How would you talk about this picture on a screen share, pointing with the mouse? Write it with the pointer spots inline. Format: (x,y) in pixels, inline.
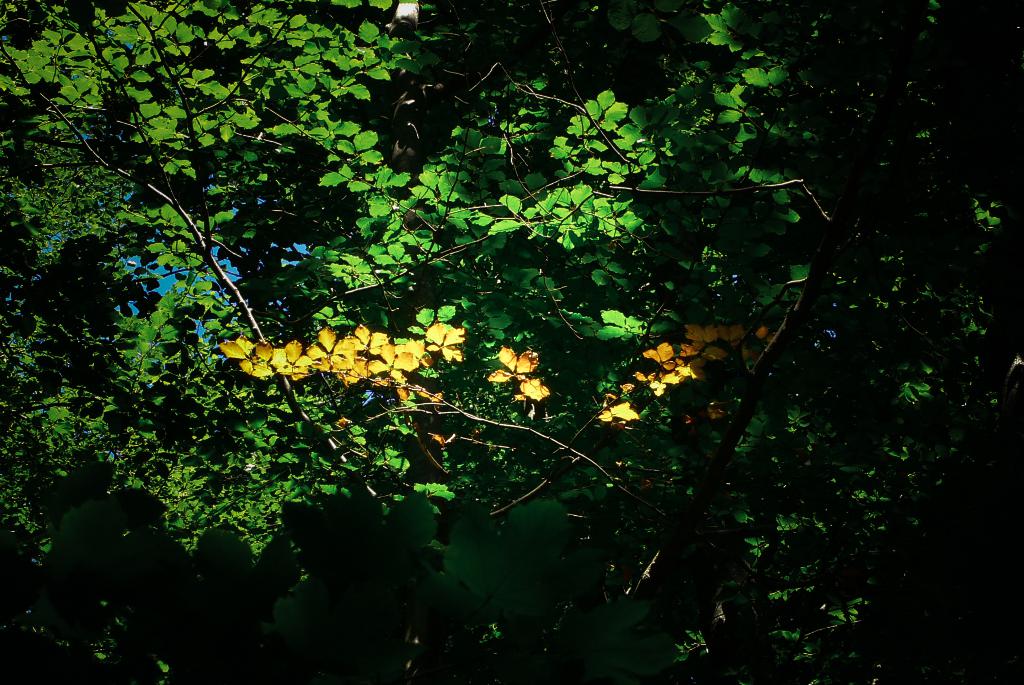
In the image we can see leaves (402,498), green and yellow in color and the sky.
